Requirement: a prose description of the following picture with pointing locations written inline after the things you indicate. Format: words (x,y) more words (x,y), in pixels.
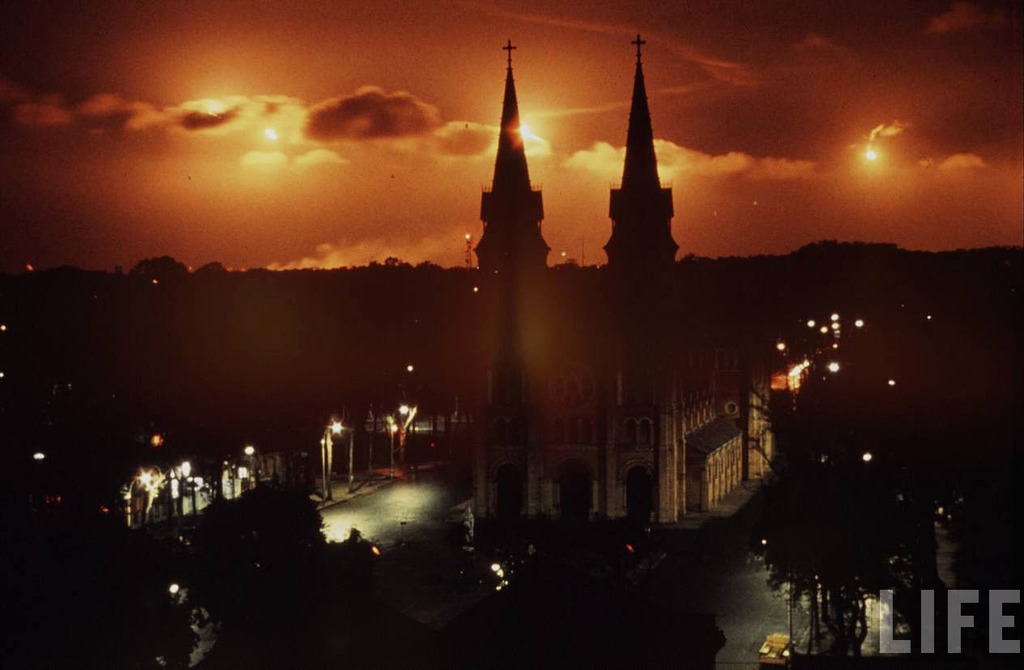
In this image we can see a building (584,365) with two cross symbols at the top (509,62), there we can see few trees (314,372), some lights (222,476) to the electric poles (248,460) and some clouds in the sky (425,250).
